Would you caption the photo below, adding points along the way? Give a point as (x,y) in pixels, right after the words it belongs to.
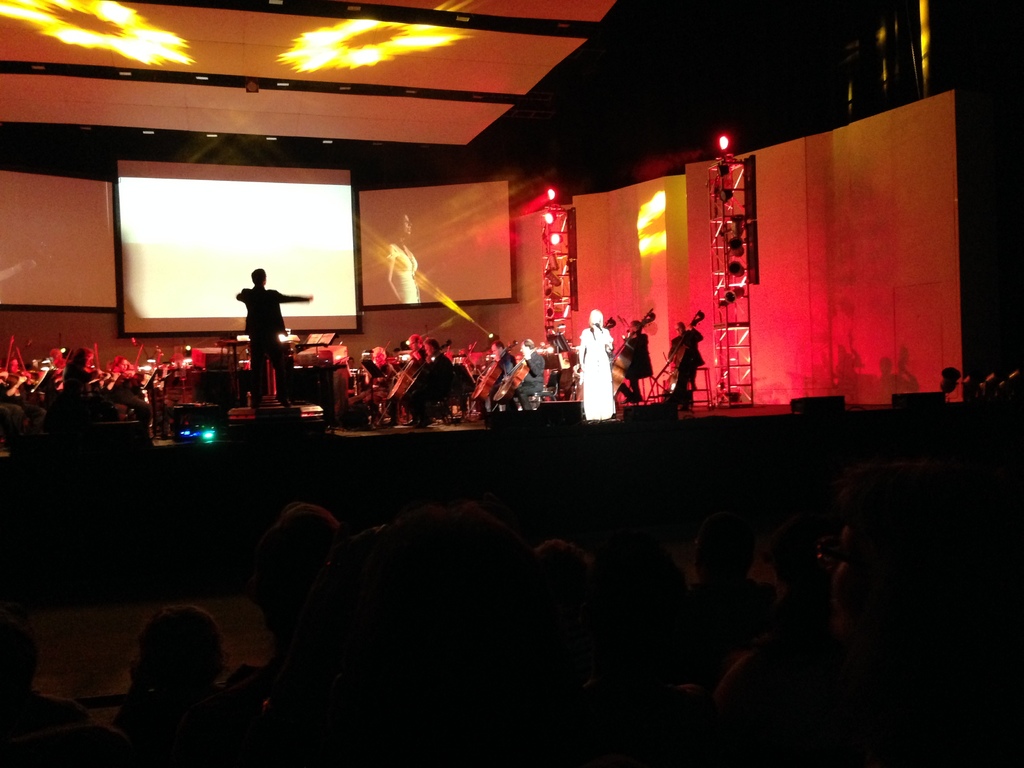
In this picture we can see a group of people (552,710) and in front of them on stage (755,423) we can see some people (541,361), musical instruments (527,371), some objects (172,387) and in the background (481,235) we can see the lights (730,217), screens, wall (897,200).
